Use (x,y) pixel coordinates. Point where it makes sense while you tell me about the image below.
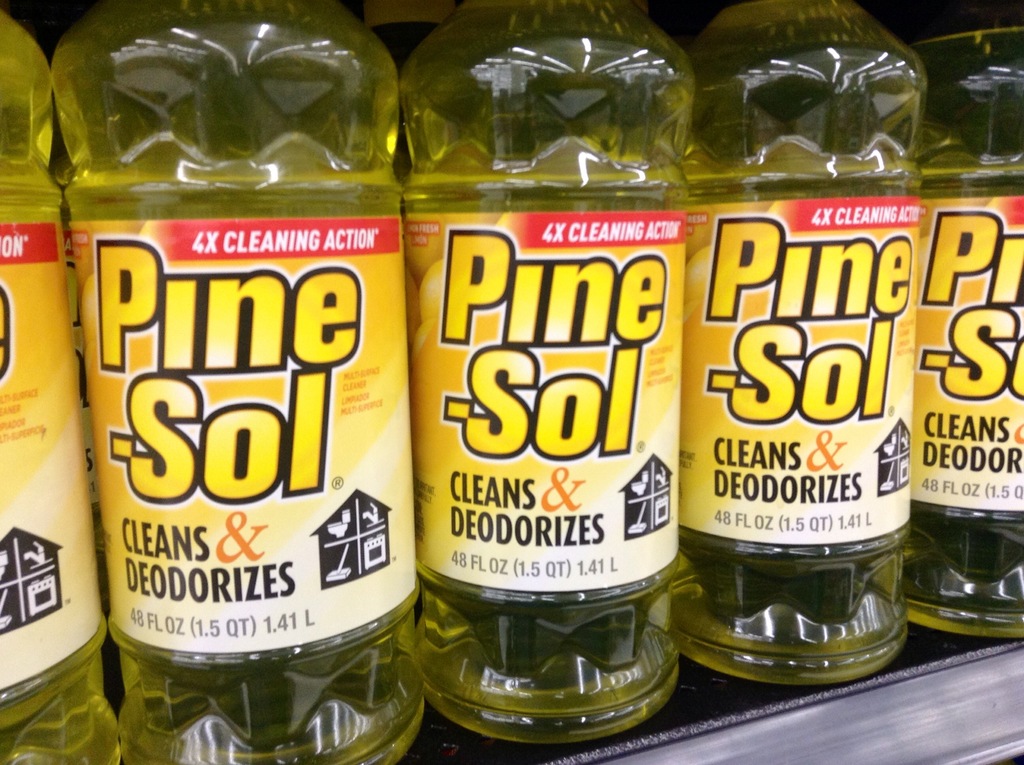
In this image we can see a bottles (504,263).
